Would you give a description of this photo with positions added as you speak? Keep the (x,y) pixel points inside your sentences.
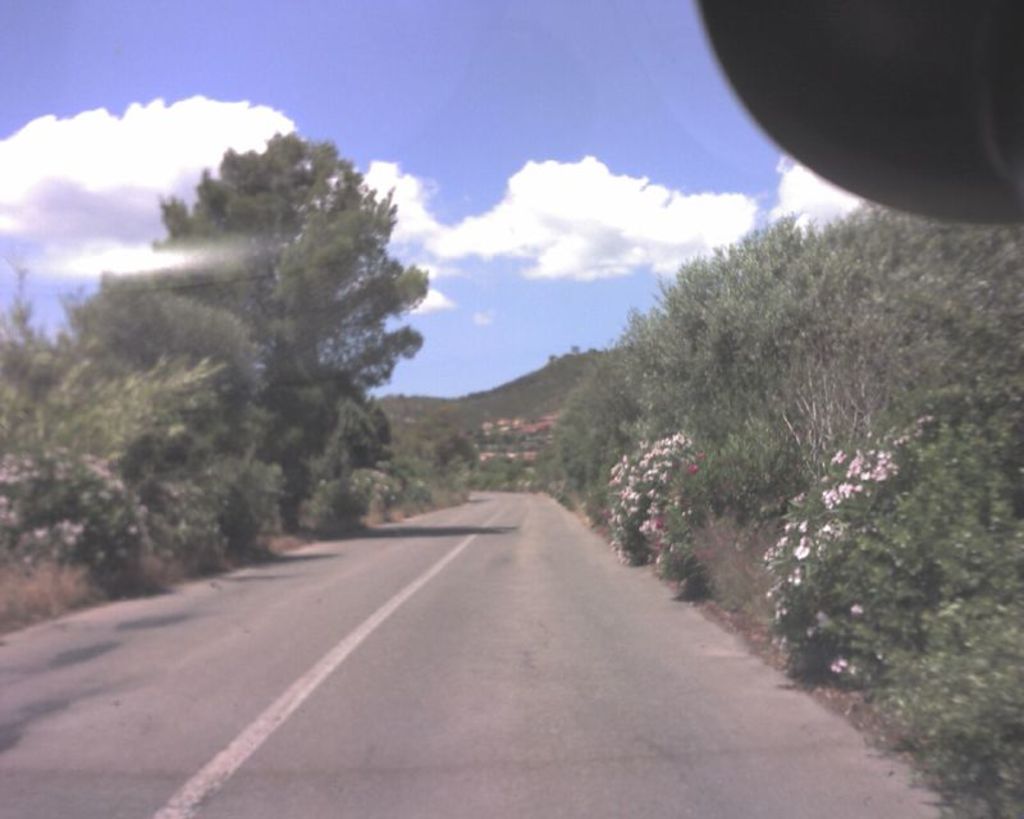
In the center of the image (378,536) we can see a pathway (421,551) and a hill (563,378). On the left (169,437) and right side of the image (736,414) we can see group of flowers (635,500) and plants (902,581) and a group of trees (877,393). At the top of the image (493,54) we can see the sky (613,93).
